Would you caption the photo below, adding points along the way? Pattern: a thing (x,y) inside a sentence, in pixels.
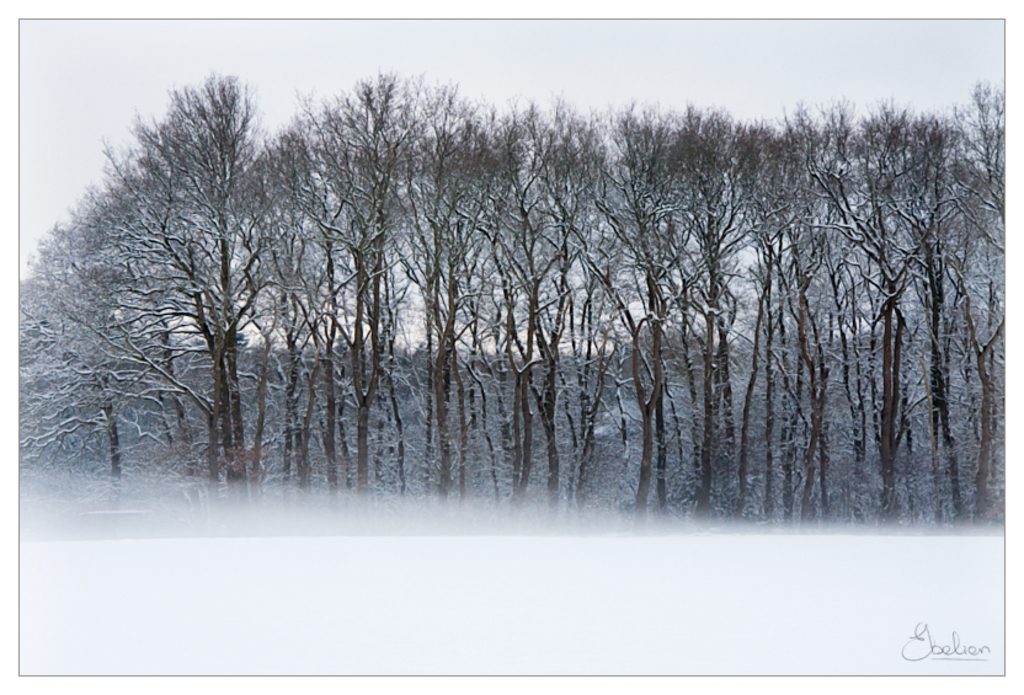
In this image we can see some trees (588,348) and the sky (497,44), at the bottom of the image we can see the text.
